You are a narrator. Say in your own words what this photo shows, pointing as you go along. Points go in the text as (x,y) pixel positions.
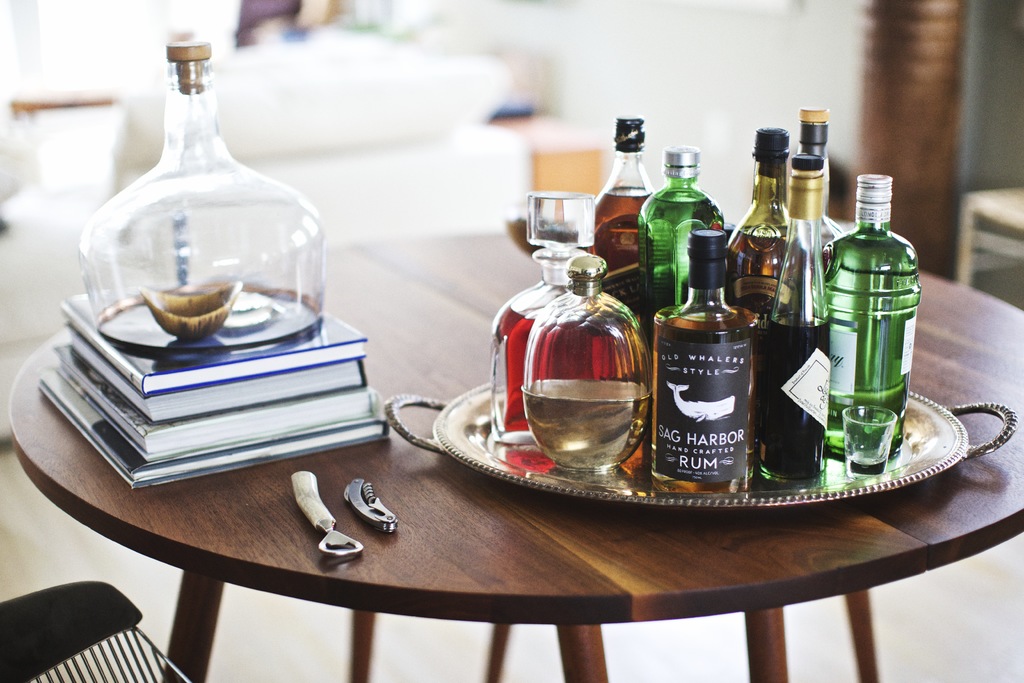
In this image, there is a wooden table (604,554), few items (748,252) are placed on it. And right side (987,202), we can see some white color and brown color here. And the middle we can see some couch (370,116) and floor (283,619) at the bottom (287,600). We can see black color here.
